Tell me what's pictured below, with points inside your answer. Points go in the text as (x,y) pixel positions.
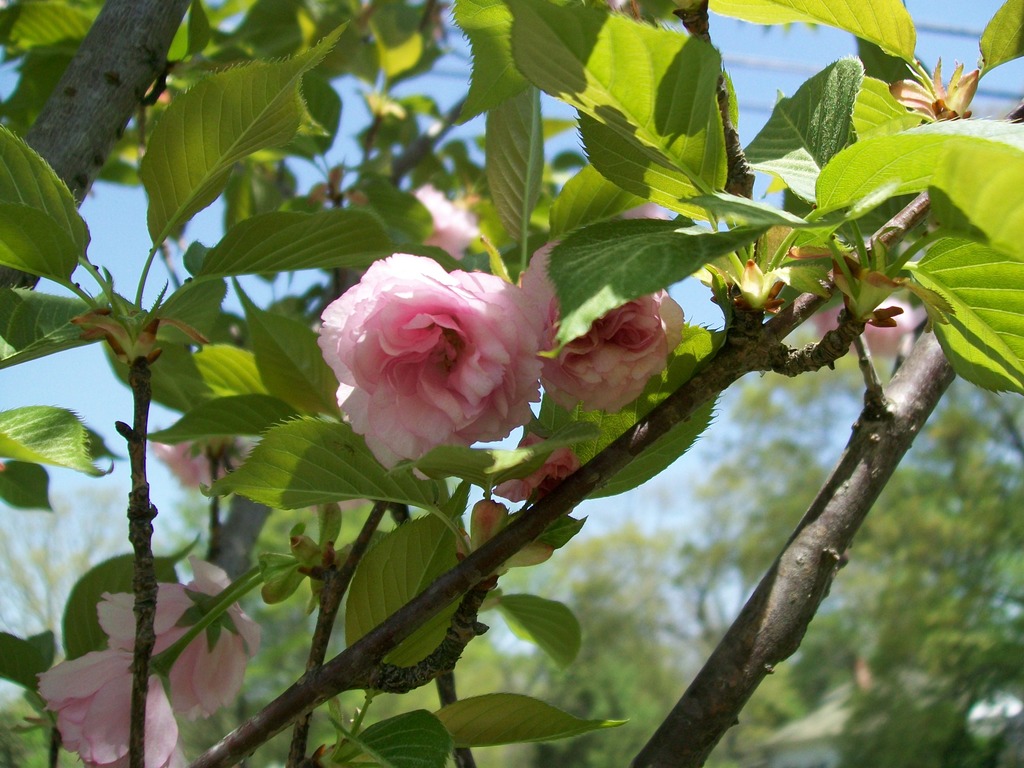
In this image I can see few flowers (420,186) in pink and white color, background (781,700) I can see trees (614,732) in green color and the sky (359,127) is in blue color.
